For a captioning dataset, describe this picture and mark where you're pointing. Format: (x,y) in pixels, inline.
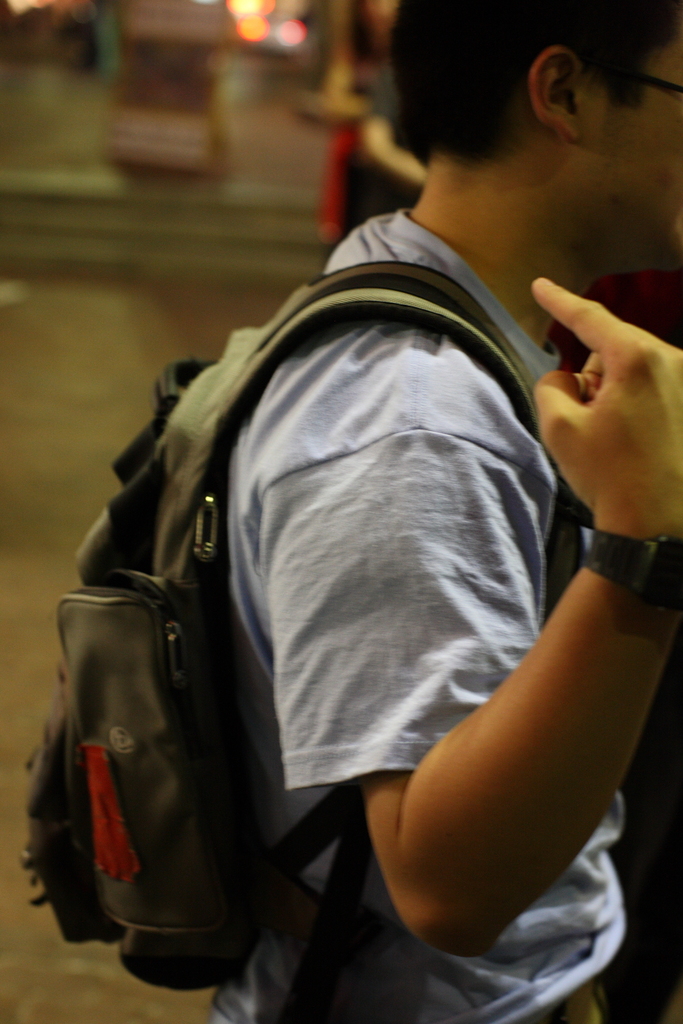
In this picture we can see man (582,185) carrying bag (225,442) worn watch (627,537), spectacle (649,83) and in the background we can see some lights (256,11) and it is blur.
